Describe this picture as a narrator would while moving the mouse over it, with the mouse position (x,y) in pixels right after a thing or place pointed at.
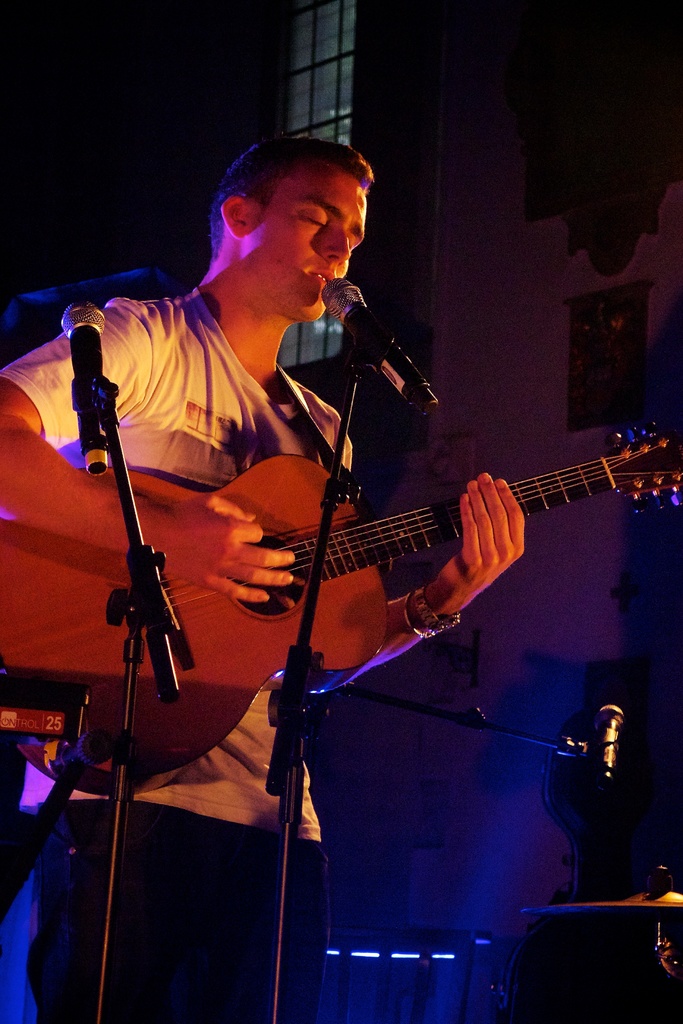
In this picture we can see a man (48,980) who is standing in front of mike (332,296) and playing guitar (316,509).
